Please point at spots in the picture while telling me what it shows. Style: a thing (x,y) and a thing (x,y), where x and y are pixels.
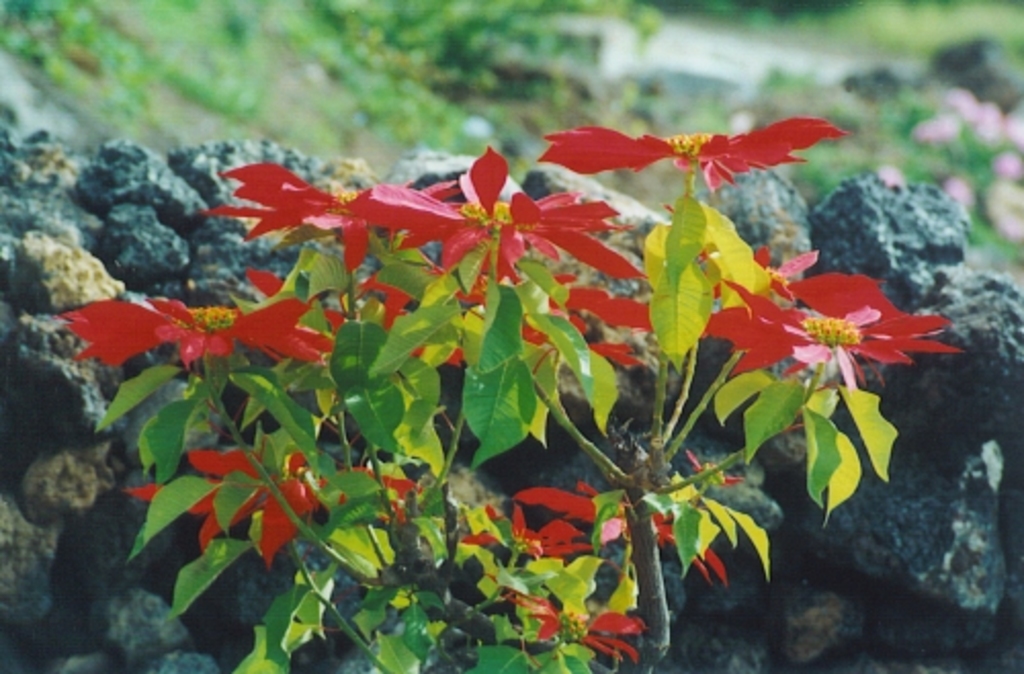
In this image in the foreground (758,357) there are some flowers (790,273) and plants (658,406), and in the background (975,374) there are some rocks (1011,317), grass (305,71), plants (960,91) and flowers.
